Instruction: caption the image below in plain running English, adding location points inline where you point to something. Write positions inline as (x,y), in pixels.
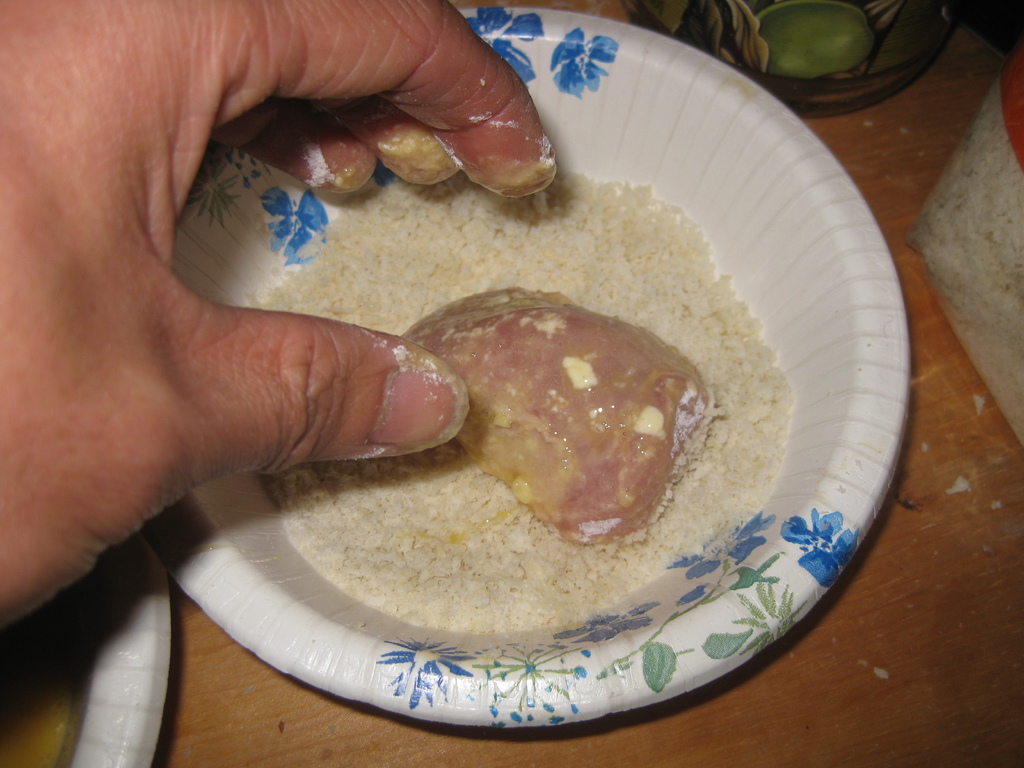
In this image we can see a food item (687,390) in a bowl (747,531) placed on the wooden surface (905,650) and we can also see a human hand (115,16).
